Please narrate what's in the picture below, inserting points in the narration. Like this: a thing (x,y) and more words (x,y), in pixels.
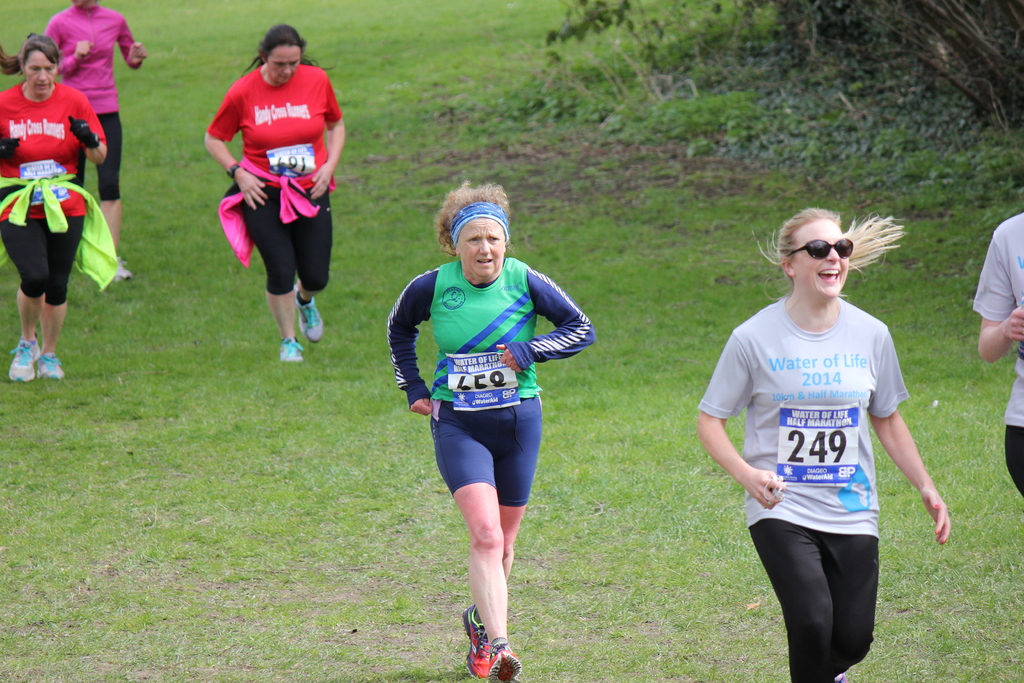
In this image we can see some persons (477,448) are running. In the background of the image (343,436) grass (602,295) is there. At the top right corner (894,59) some plants (744,64) are there.
